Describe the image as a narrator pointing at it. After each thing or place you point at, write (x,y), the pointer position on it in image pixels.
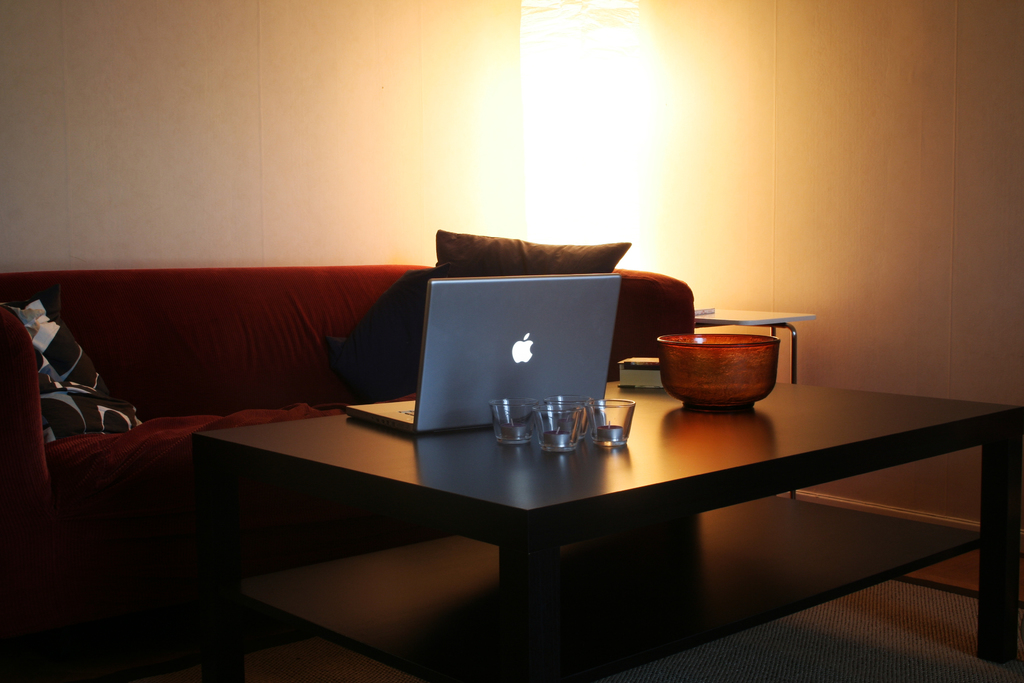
This is a table (487,485) with a laptop (452,416), small glasses (561,406) and a bowl (711,397) placed on it. This is a red colored couch (208,357) with cushions (94,384). I Think this is a lamp (570,95) attached to the wall (706,125).
